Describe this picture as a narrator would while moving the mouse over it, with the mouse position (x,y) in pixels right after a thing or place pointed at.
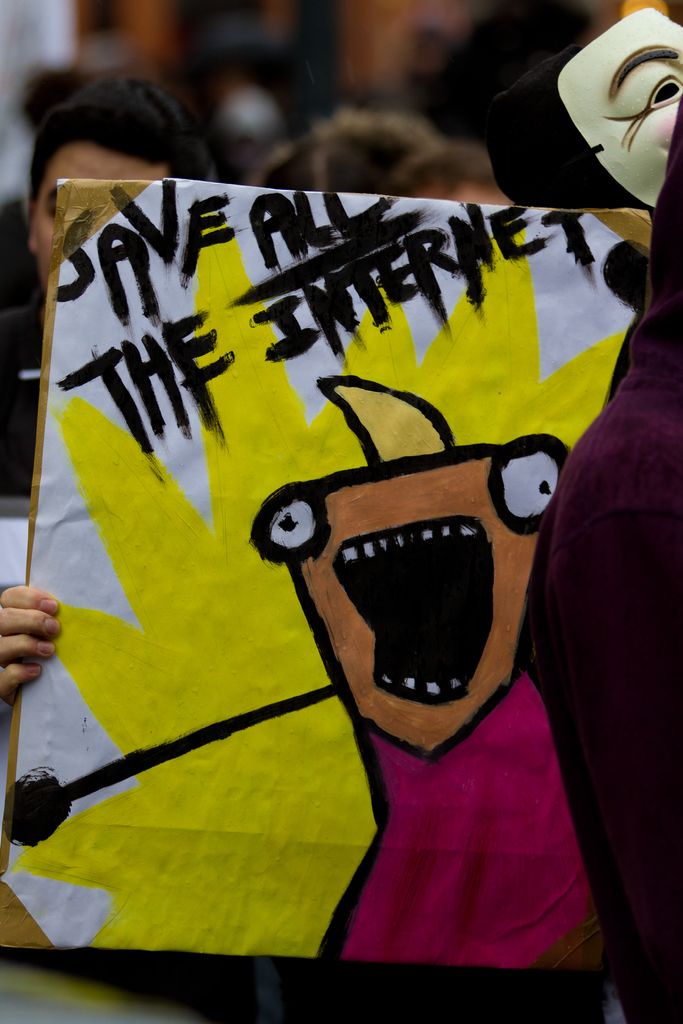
In this image we can see a person (92,162) holding placard (67,400) on which we can see some art (287,775). Here we can see the mask (586,53). The background of the image is slightly blurred, where we can see a few more people (431,151).
